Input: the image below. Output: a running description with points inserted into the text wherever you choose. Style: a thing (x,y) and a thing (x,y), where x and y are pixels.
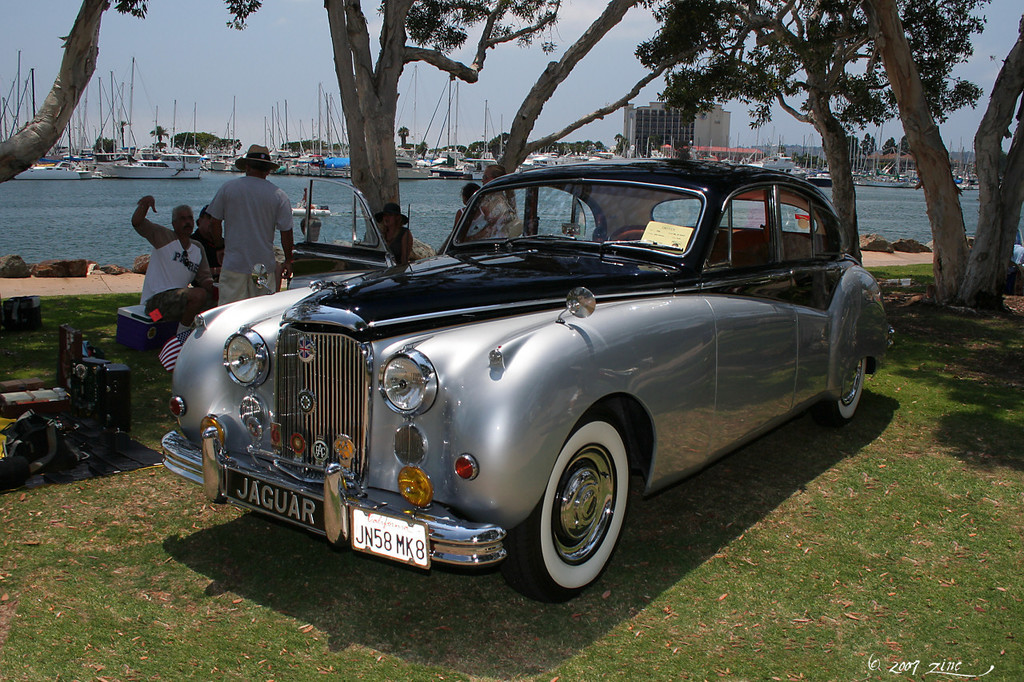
In the center of the image (635,313), we can see a car (538,455) on the ground (747,605) and in the background (266,219), we can see people (291,215) and some are wearing hats (402,218) and holding some objects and there is a box (119,314) and we can see some objects (95,368), boats (139,170) and ships (23,175) on the water (17,186) and there are trees (824,124) and buildings (729,134) and at the bottom (903,666), we can see some text (917,662). At the top (219,51), there is sky (211,54).
